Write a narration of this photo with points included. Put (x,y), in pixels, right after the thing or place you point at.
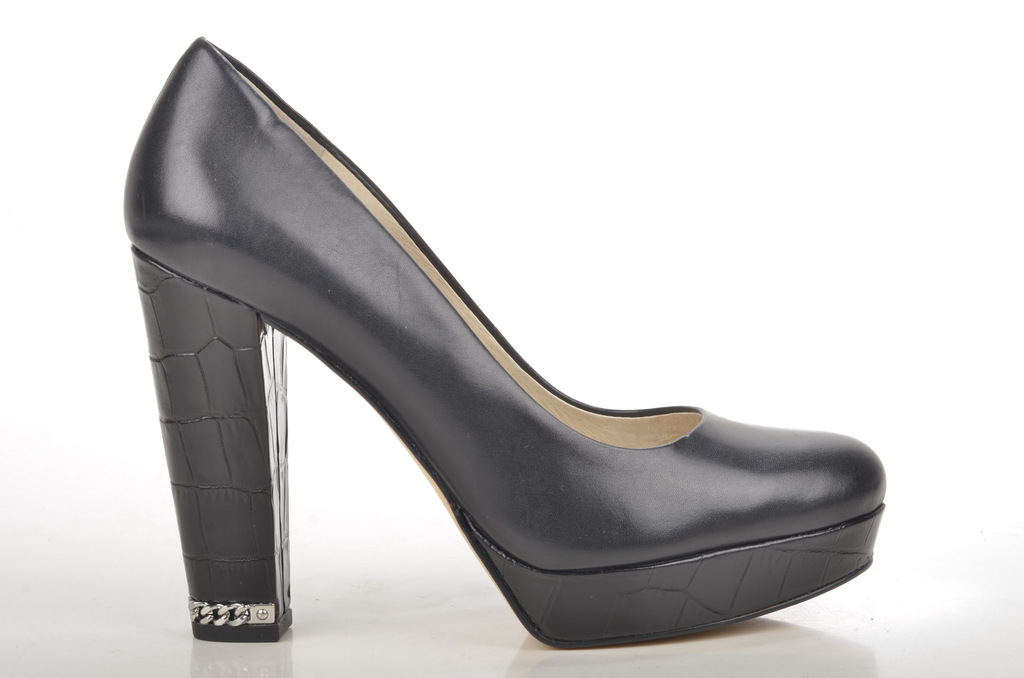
In this image we can see black color shoe (210,468).
